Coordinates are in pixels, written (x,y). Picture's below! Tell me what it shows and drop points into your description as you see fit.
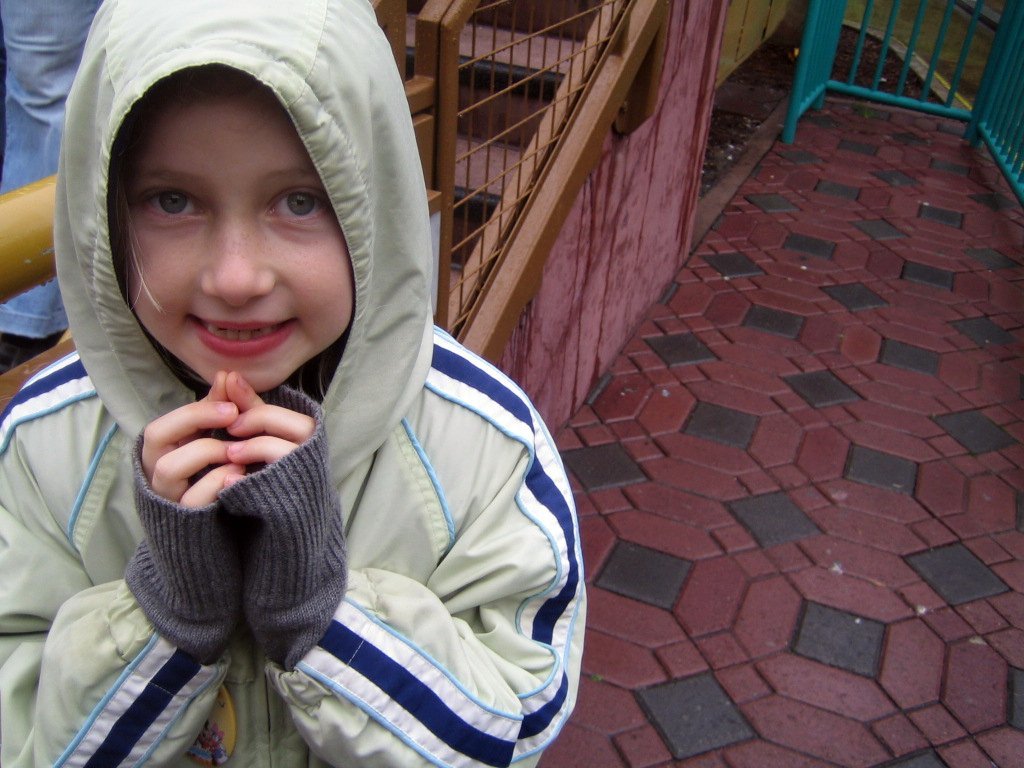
In this image in the front (288,438) there is a girl (256,526) standing and having some expression on her face (267,365). In the background (474,143) there is a staircase (498,87) and there is a fence (829,37). On the left side (72,78) there is an object (22,79) which is blue in colour.
